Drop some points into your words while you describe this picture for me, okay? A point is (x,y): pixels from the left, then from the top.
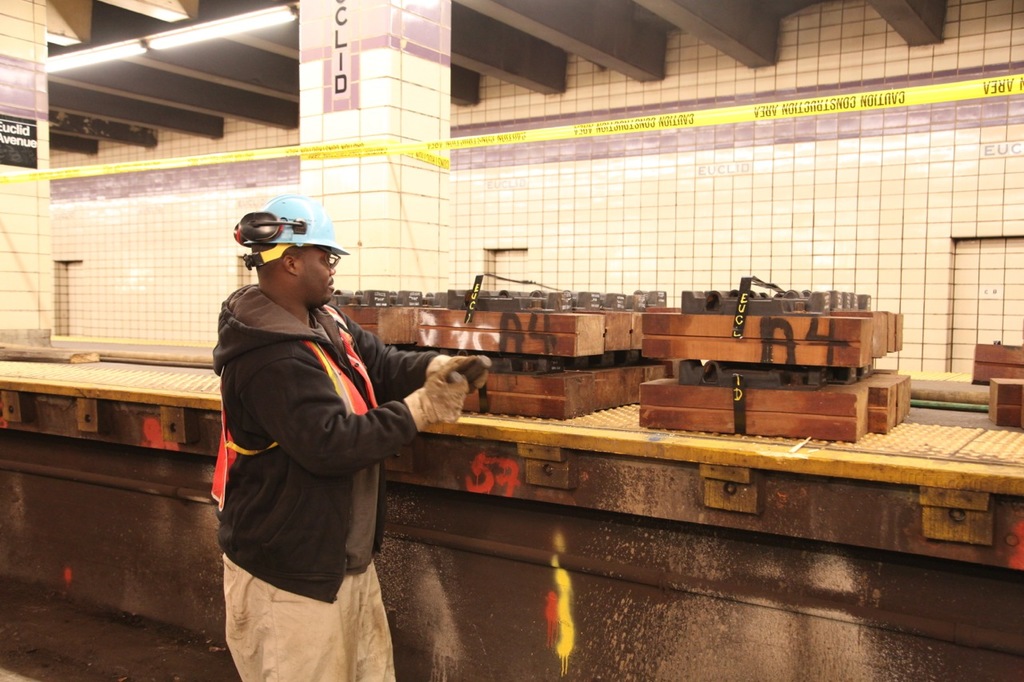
In this picture we can observe a man (291,379) wearing black color hoodie (247,324) and blue color helmet (283,239) on his head (284,257). He is wearing gloves (456,392) to his hands (445,388). We can observe a platform (186,396) on which there are wooden boxes (516,324) placed. We can observe two pillars (3,91) and tube lights (198,27) to the ceiling (272,31). In the background (148,184) there is a wall (622,182).
